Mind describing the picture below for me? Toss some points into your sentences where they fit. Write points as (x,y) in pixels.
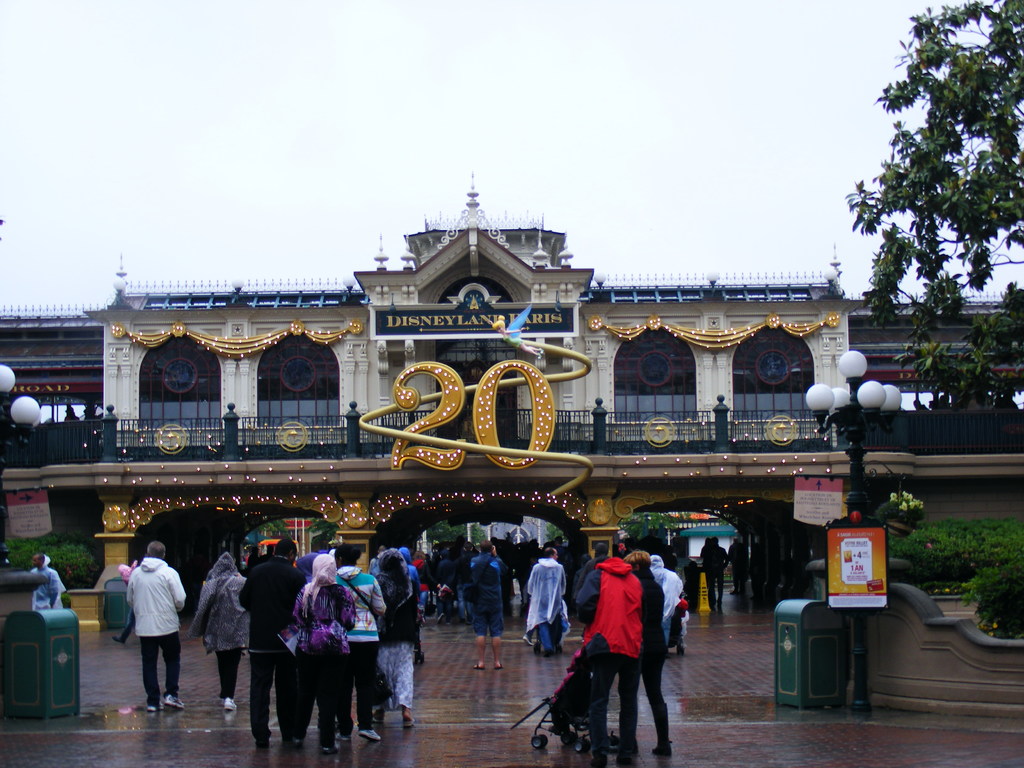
In this image I can see there is a building (431,312). And in front (387,566) there are persons (481,628) walking and holding an object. And there is a box (817,647) and a light pole (866,503). And there is a board (863,565). And there are trees (906,242) and a sky (471,102).
